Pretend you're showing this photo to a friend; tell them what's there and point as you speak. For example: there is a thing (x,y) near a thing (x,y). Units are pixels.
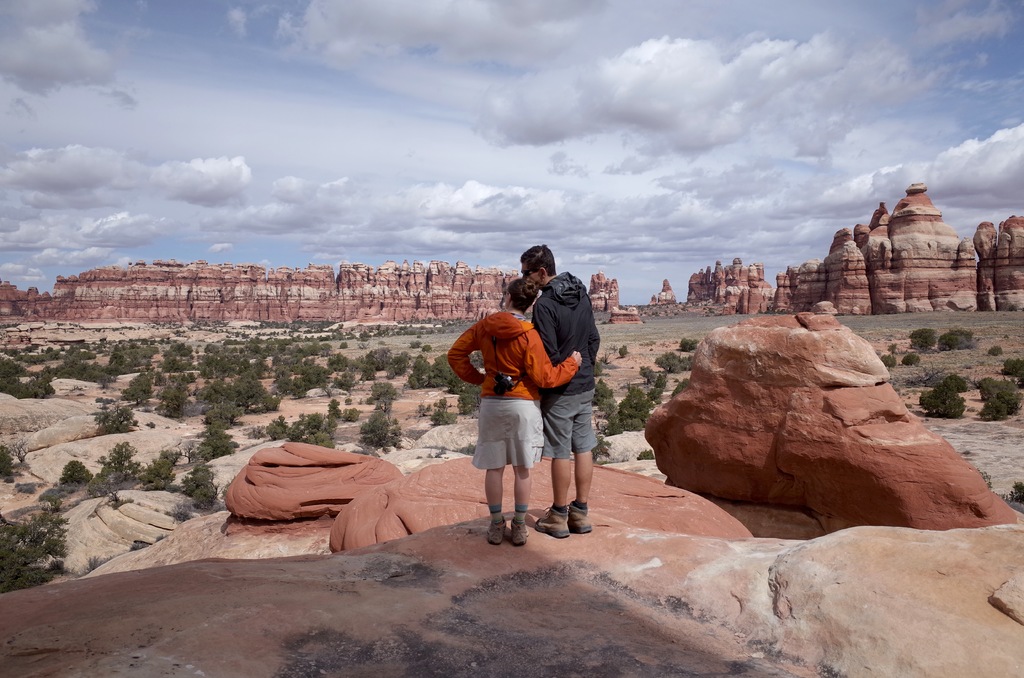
There is one woman (524,389) and a man (578,376) standing on the rock (526,557) as we can see at the bottom of this image (529,522). We can see trees (446,373) and mountains (910,288) in the background (353,419). There is a cloudy sky (551,137) at the top of this image (632,174).
